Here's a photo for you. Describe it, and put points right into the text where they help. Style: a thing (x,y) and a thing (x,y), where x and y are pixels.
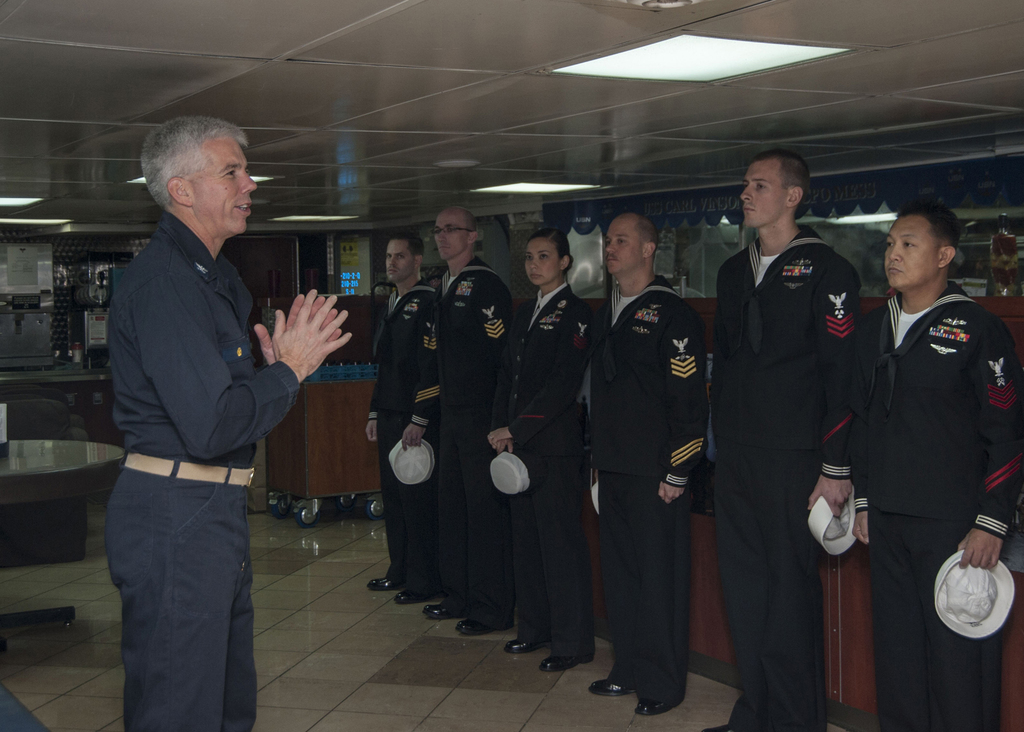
In this picture there are people (605,394) those who are standing in series on the right side of the image (835,487) and there is a man (345,340) who is standing on the left side of the image (185,341).
